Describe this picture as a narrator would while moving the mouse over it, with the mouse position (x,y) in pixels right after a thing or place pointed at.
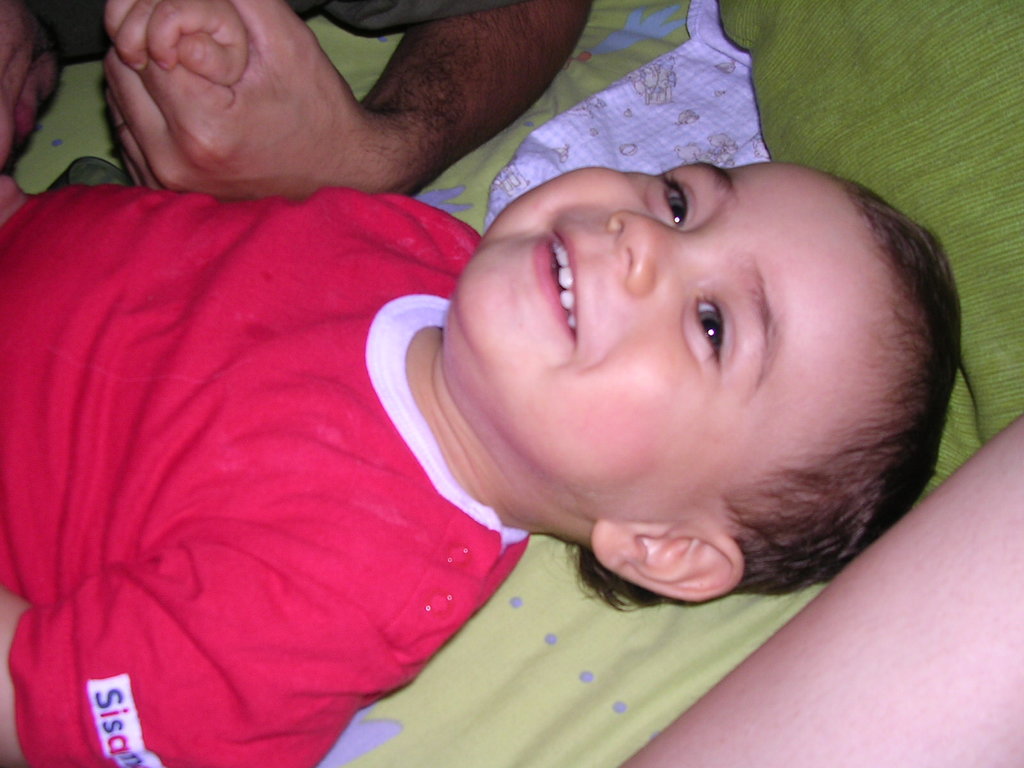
This is a boy (269,537) lying on the bed (544,703) and smiling. At the top of the image (426,40), I can see a person's hand (261,25) holding a boy (180,9). I think this is a bed sheet (555,610). This looks like a pillow (841,121), which is green in color. At the bottom right side of the image (827,683), maybe this is a person (784,722).
